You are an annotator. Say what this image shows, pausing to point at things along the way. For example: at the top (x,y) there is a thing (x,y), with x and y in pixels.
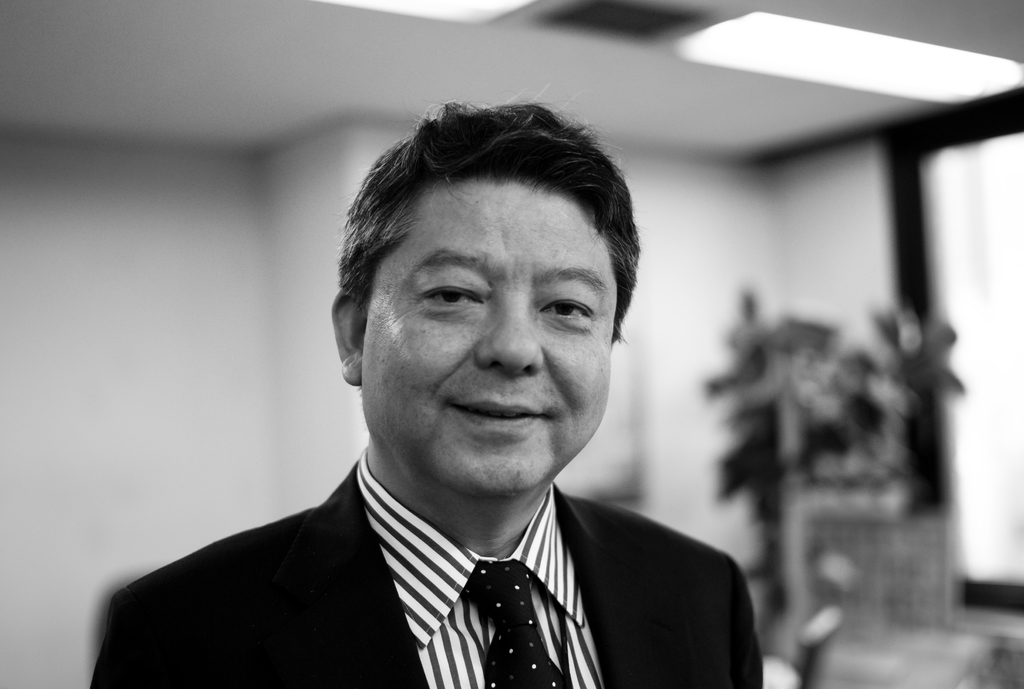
In this picture I can observe a man (395,550) in the middle of the picture (478,355). He is smiling. This is a black and white image. The background (111,279) is blurred.
